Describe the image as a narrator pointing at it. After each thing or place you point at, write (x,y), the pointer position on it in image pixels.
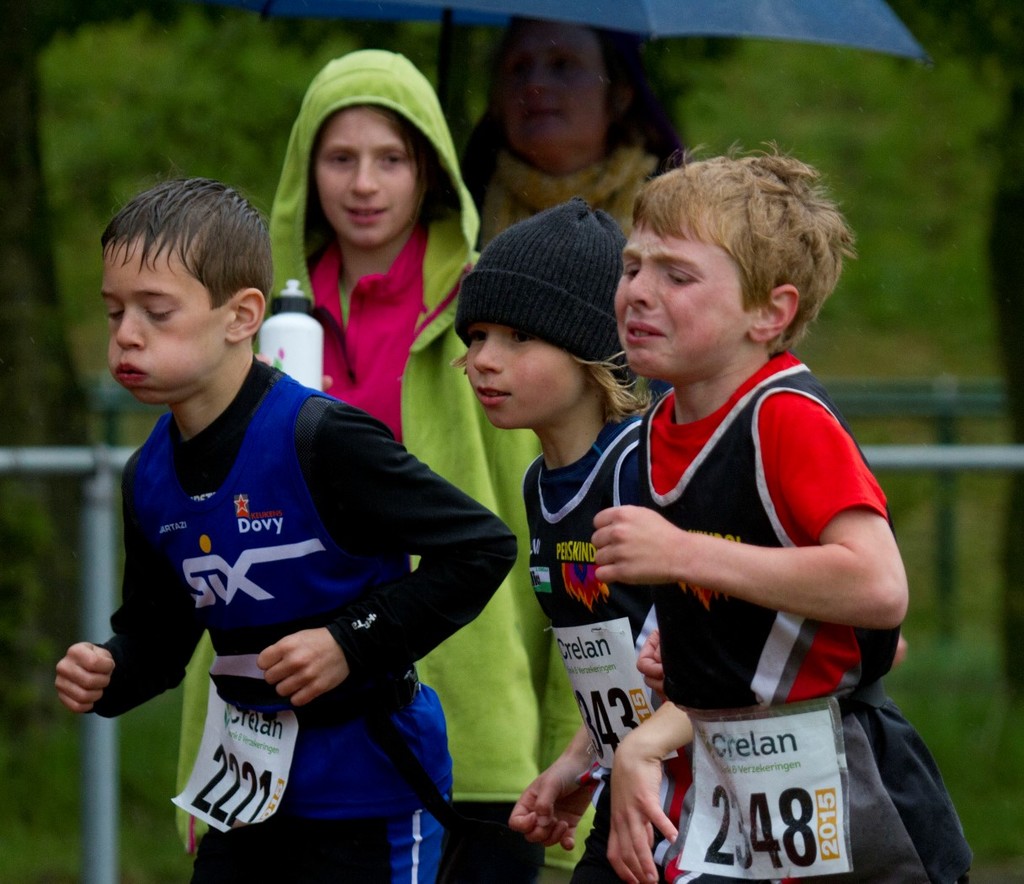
This image consists of 5 persons (497,545). Three of them are running. The one who is at the top (587,110) is holding an umbrella (688,29) and the one who is in front of that person (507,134) is holding a bottle (281,345).
